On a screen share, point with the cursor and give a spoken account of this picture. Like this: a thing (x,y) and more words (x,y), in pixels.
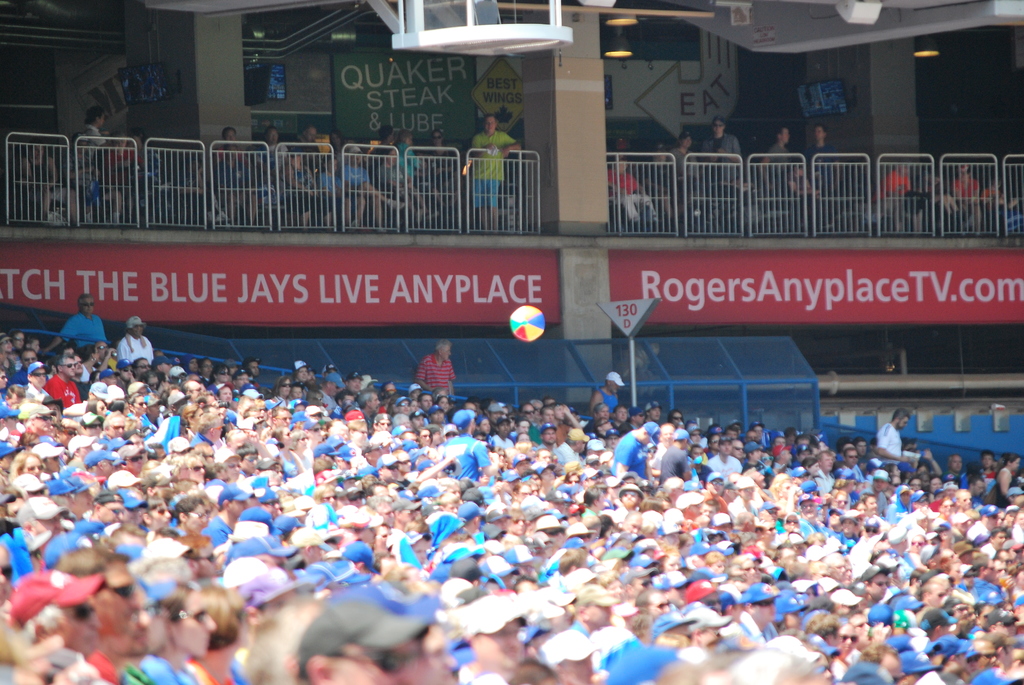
In this image we can see people (607,534) sitting on the chairs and standing on the floor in a stadium (510,391), electric lights (624,40), railings (920,227) and information boards (131,293).
